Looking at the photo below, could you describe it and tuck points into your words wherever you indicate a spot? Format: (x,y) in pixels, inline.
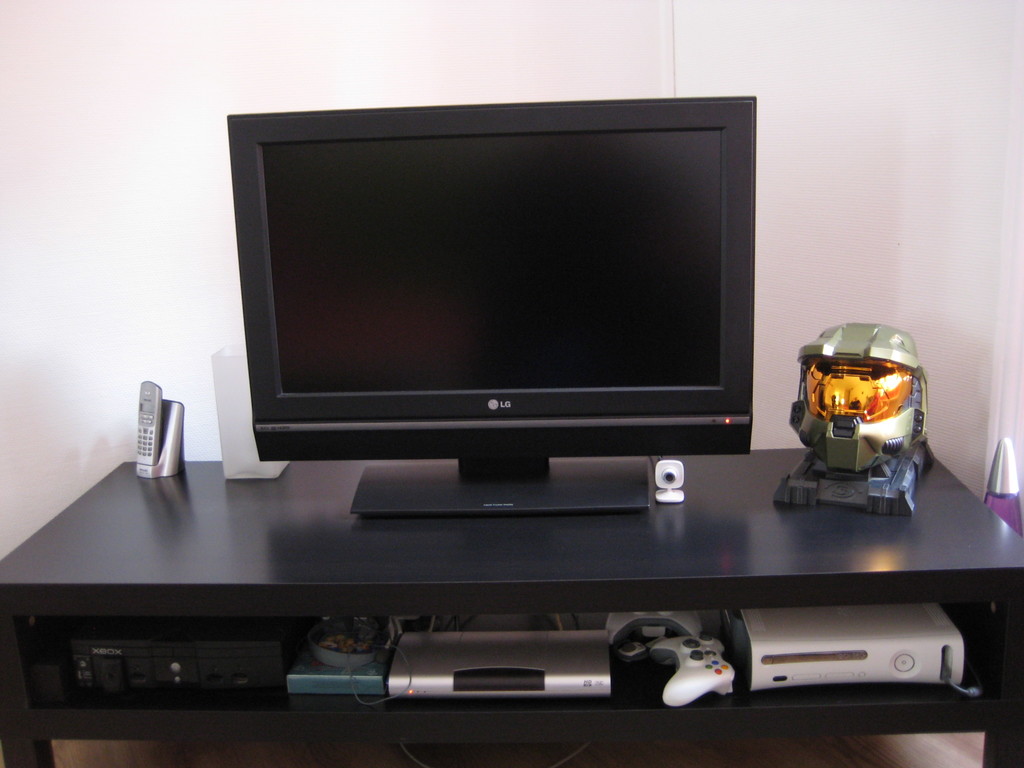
In front of the image there is a TV (540,377) and a few other objects (581,642) on the table (483,599). Beside the table (985,584) there is some object (1003,461). In the background of the image (382,70) there is a wall (331,65).
